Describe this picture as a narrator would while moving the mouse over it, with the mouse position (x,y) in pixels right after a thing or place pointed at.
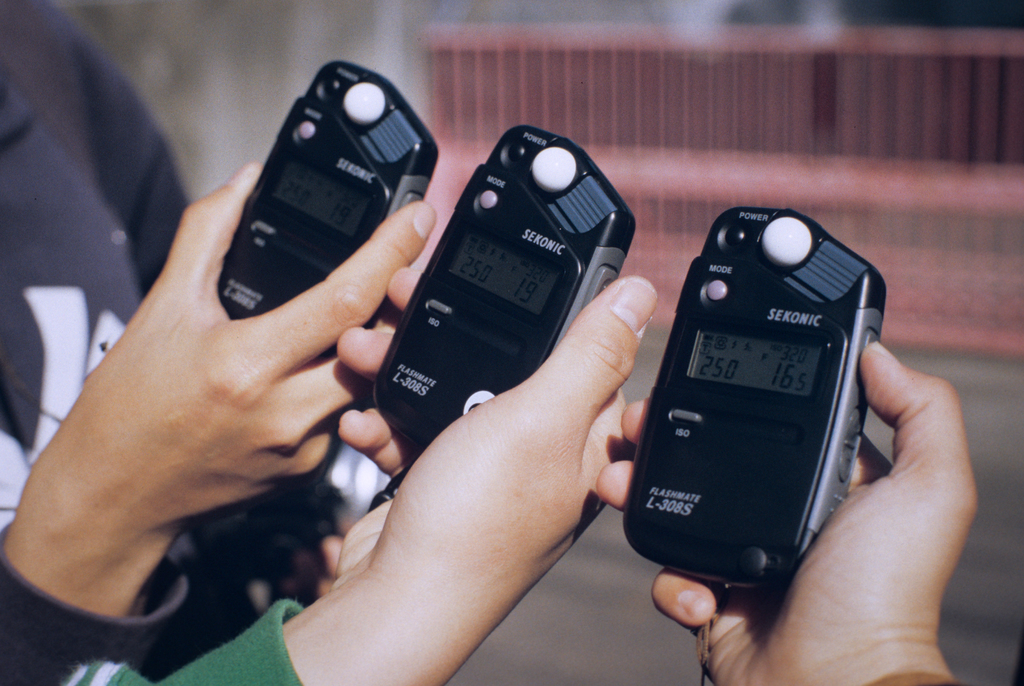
In this picture we can see hands (359,419) of people (414,503) holding devices (397,422). In the background of the image (791,79) it is blurry and we can see fence (906,180).
